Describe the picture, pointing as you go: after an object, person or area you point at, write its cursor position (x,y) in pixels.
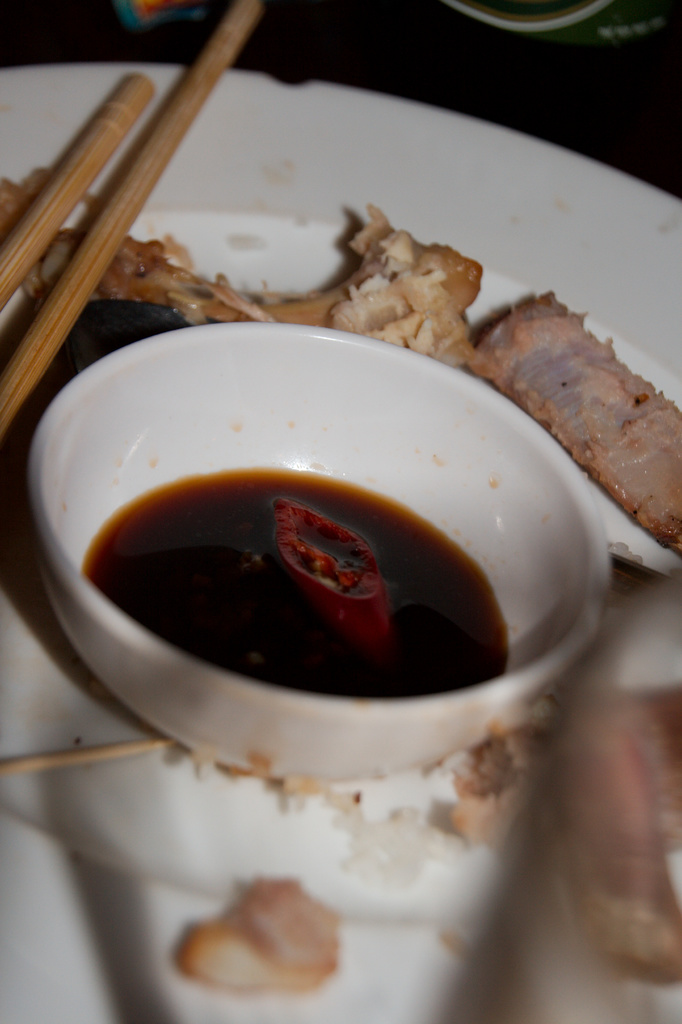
In this picture there is a plate (224,185) in which food (582,439) and a bowl (516,529), sauce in it.
